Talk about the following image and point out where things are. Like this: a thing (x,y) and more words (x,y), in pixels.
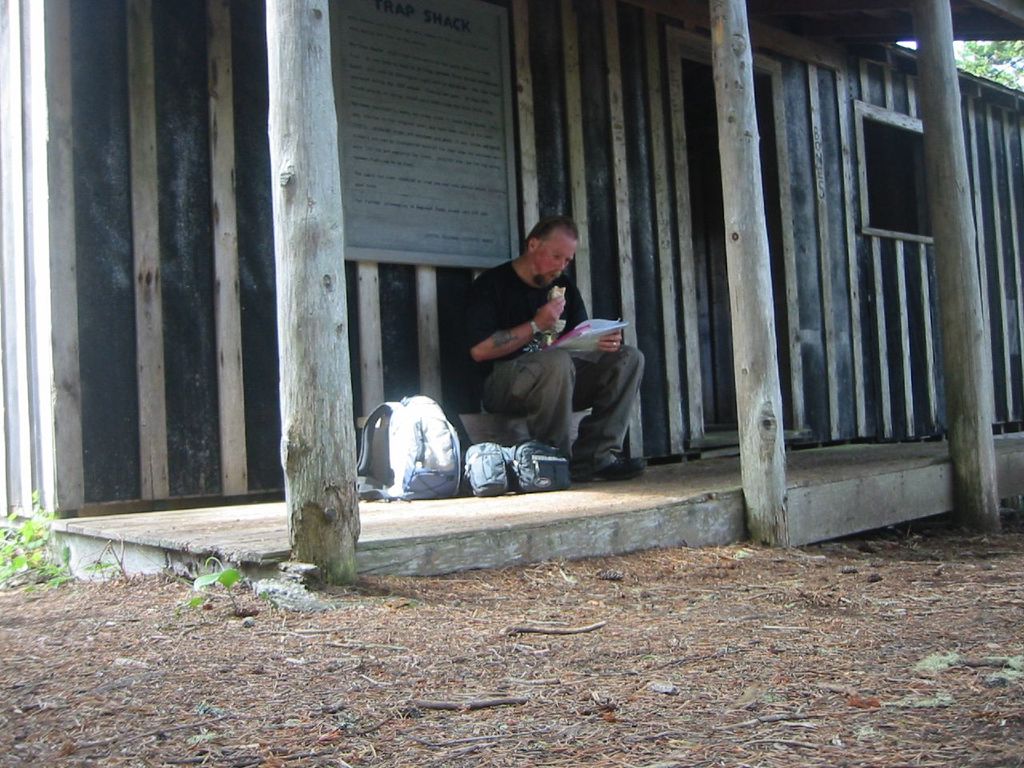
In this image there is a person (571,308) sitting and holding an object (568,336), there are bags (525,473) on the ground (364,590), there are plants (226,573), there is a plant (27,545) truncated towards the left of the image (16,509), there is a wall (684,185) truncated, there is a board (442,145) on the wall (633,140), there is text (415,89) on the board (452,101), there are wooden poles (303,203) truncated towards the top of the image (939,26), there is a roof (978,12) truncated towards the top of the image (1007,18), there are wooden poles (330,197) truncated towards the top of the image (302,220), there is a tree (984,72) truncated towards the right of the image (999,66).
